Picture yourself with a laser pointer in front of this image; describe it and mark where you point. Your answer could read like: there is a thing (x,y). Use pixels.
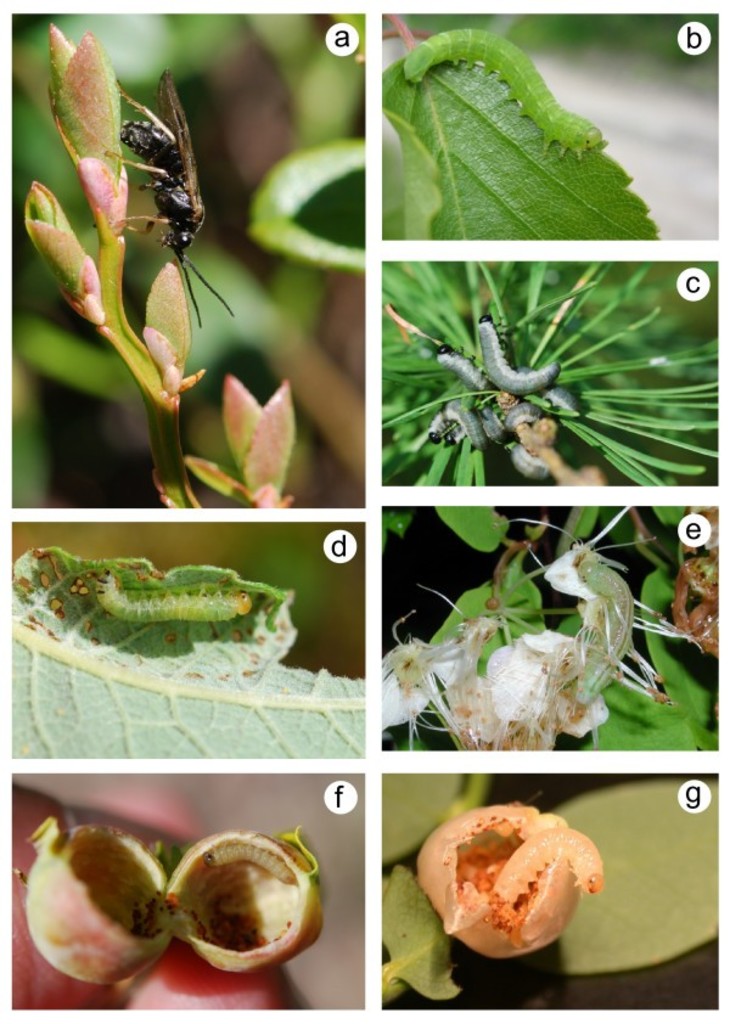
This image contains a collage of photos. Left top there is an insect (177,240) on the plant (165,289) having leaves (164,284). Right top there is a caterpillar (463,55) on the leaf (523,150). Below it there are few caterpillars (518,409) on the pine needles (594,372). Right bottom there is an insect (577,877) in the fruit (524,938). Top it there is an image having an insect (620,618) on the flowers (565,584).
